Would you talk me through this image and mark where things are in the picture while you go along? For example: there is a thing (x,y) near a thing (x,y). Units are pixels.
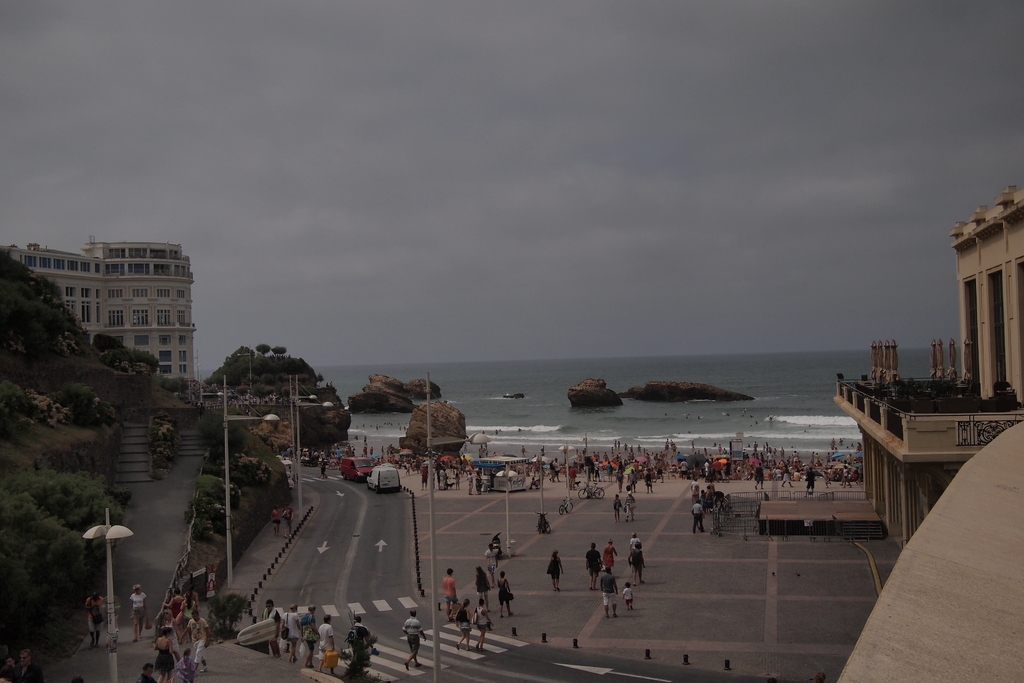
In this image, we can see a crowd (597,462) beside the beach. There is a road (368,563) in between poles (227,556). There are some persons (416,646) crossing the road (397,650). There is a building (908,443) on the right side of the image (1007,407). There is an another building (127,304) in between hills (241,374). There are some rocks (696,391) in the beach (591,425). In the background of the image (599,64), there is a sky (599,64).
